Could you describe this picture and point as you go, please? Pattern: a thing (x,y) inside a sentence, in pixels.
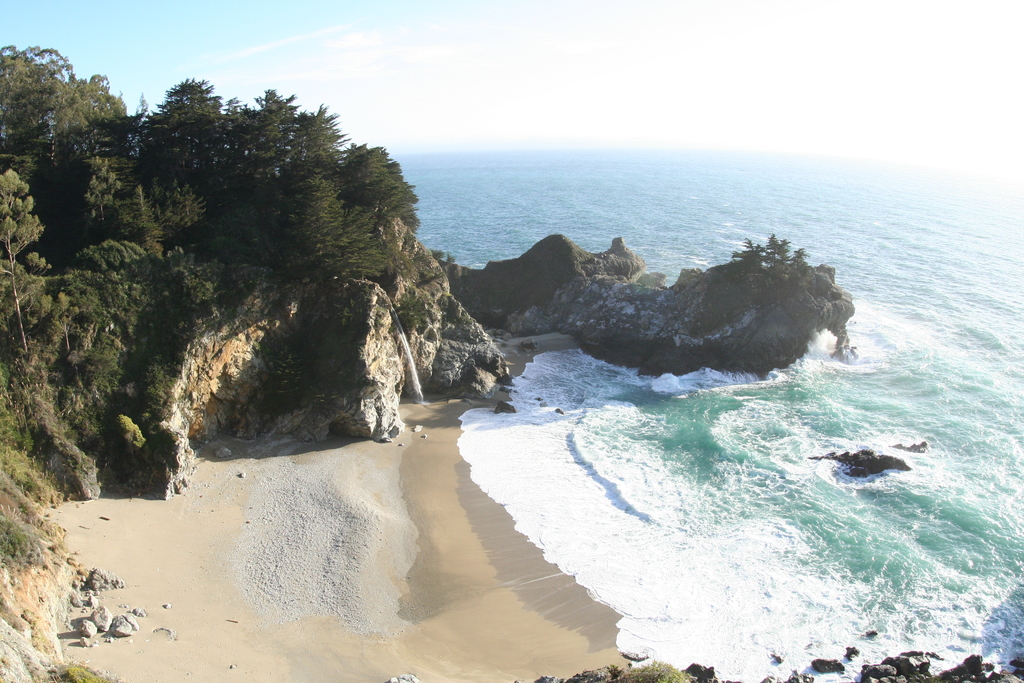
This image is clicked near the ocean (934,362). To the right (863,226), there is water (796,530). To the left (125,326), there are trees (91,245) along with mountains (248,355).
